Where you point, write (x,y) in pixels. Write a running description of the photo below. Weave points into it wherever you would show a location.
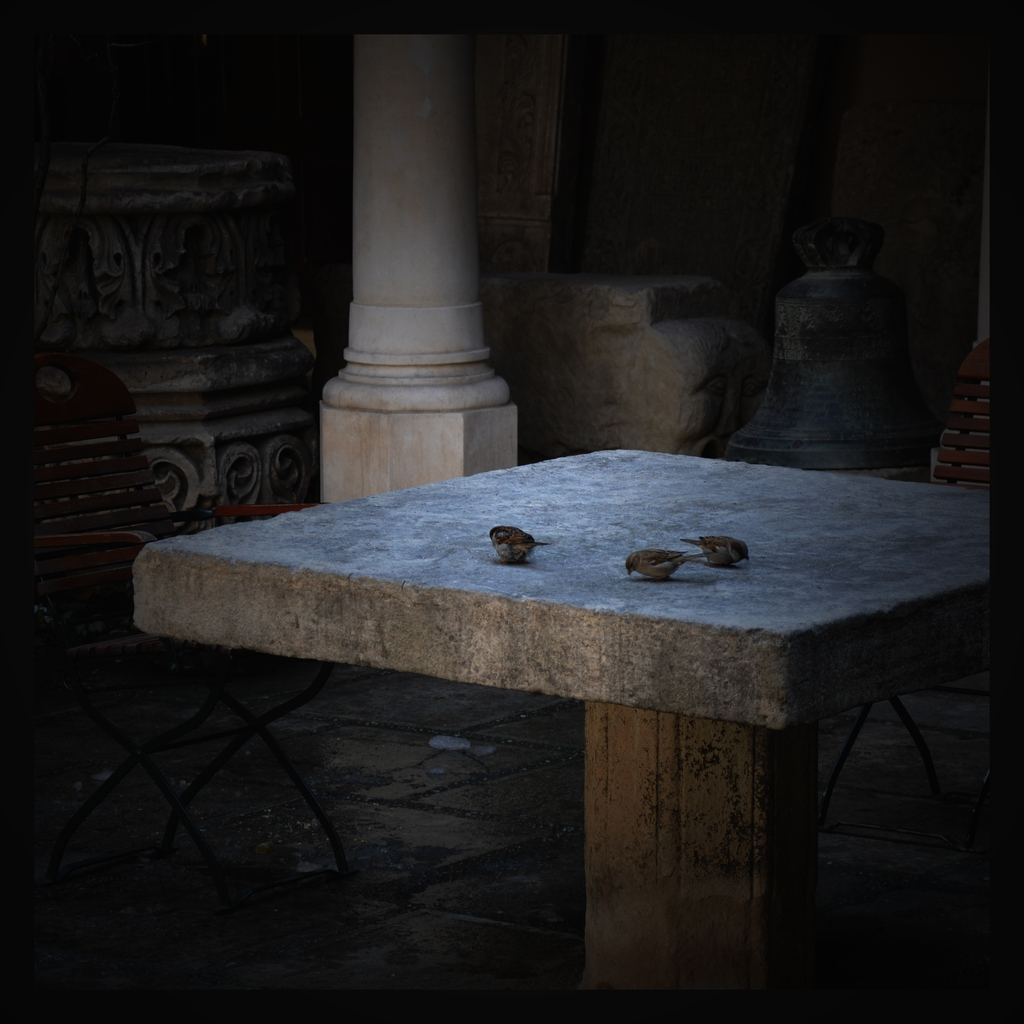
In this picture there is a square stone table (630,599) on the top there are three small birds (722,560) eating. Behind there is a white color pillar (436,342) and beside there is a old crafted big pillar (162,477).
